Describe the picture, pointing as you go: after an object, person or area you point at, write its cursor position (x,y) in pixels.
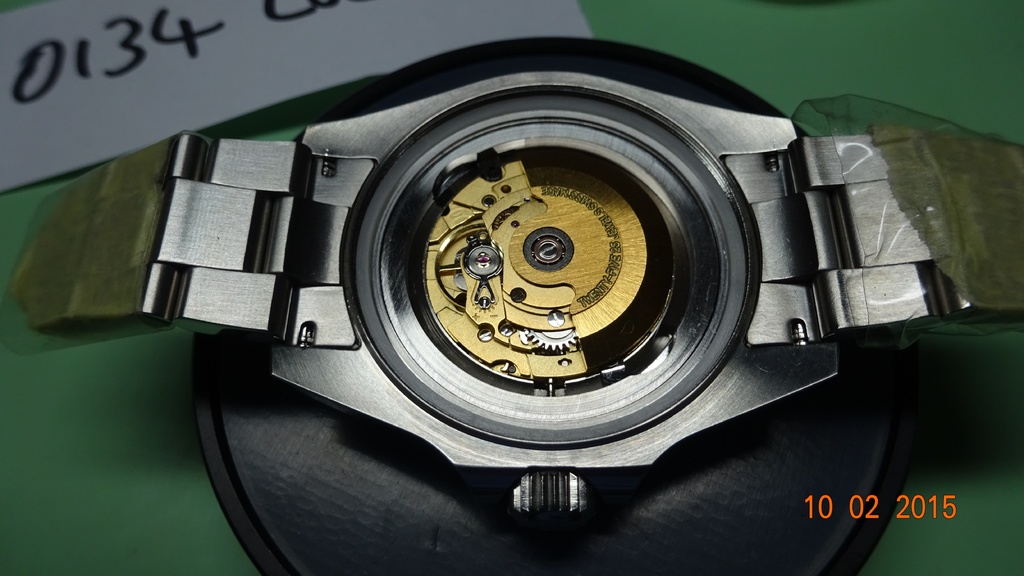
In this image, this looks like a wrist watch (851,278). I can see a crown (563,487), case back (494,397) and band (857,175) are attached to the watch (657,326). This looks like a gold rotor (593,206). I think this is a paper (544,28) with numbers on it. The background (147,536) looks light green in color. This looks like a watermark (944,507) on the image.
